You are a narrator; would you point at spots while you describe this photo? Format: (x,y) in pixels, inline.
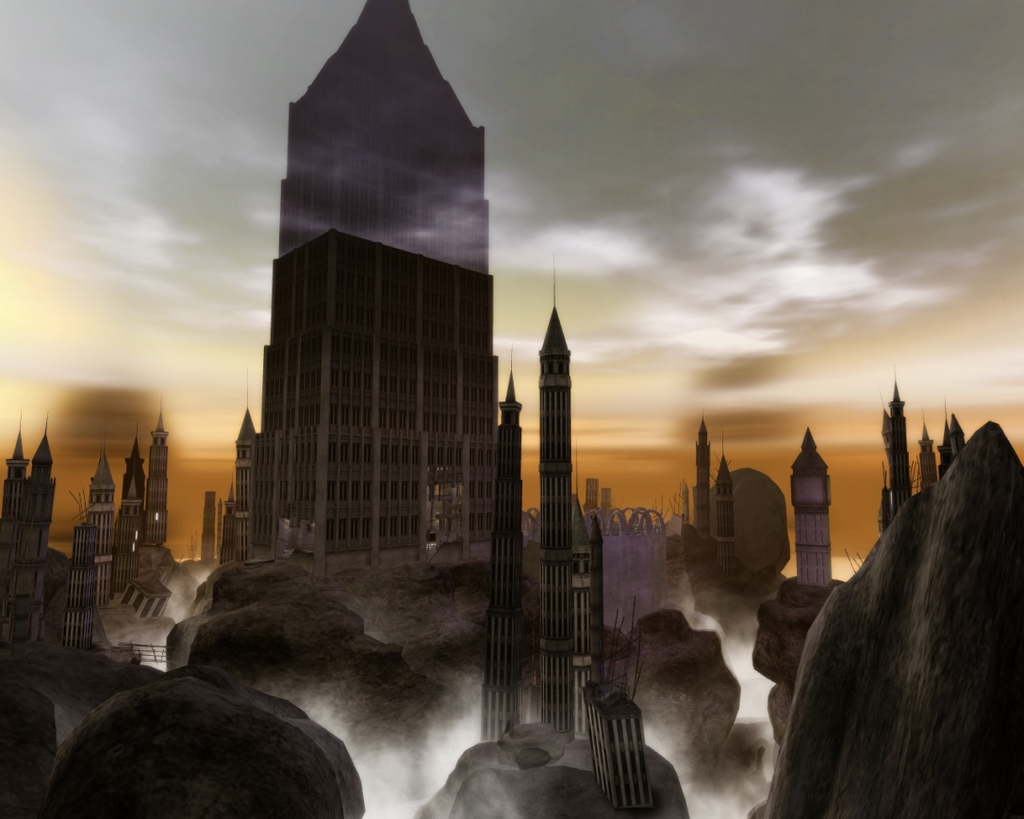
At the bottom of the image (307,603) there are rocks (102,634) with towers (97,509). In the middle of the image (488,533) there is a building (481,211) with windows (387,346). And in the background (567,164) there is a sky (204,350).
